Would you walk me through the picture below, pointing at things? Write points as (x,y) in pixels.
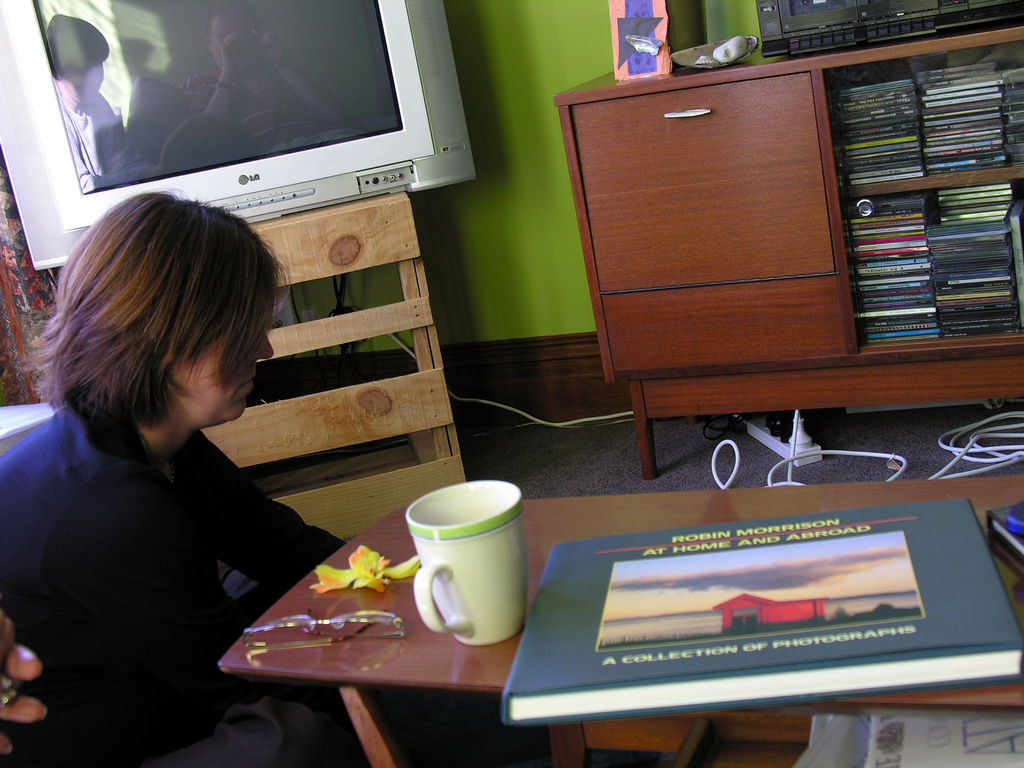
In this picture there is a person (241,563) sitting on the floor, there is a table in front of her. It has spectacles (370,619), a coffee mug (512,626), book (772,553). In the background (347,130) there is a television (245,68), some compact disc (886,261), and some cables (964,448) on the floor (852,441) and there is a green color wall (538,210).
